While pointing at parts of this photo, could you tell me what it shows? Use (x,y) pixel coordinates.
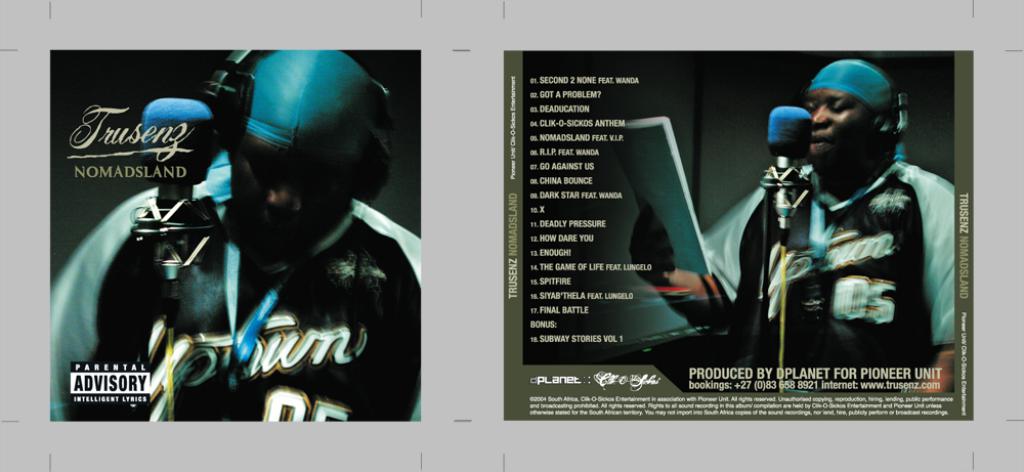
In the foreground of the image (333,340) a person (339,308) is standing near a mike (188,187) and a text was written on the image. On the right side of the image (861,229) we can see a person (845,210) is standing and singing a song and holding a paper (646,129) in his hand (671,282) and some text (548,171) was written on the image.
